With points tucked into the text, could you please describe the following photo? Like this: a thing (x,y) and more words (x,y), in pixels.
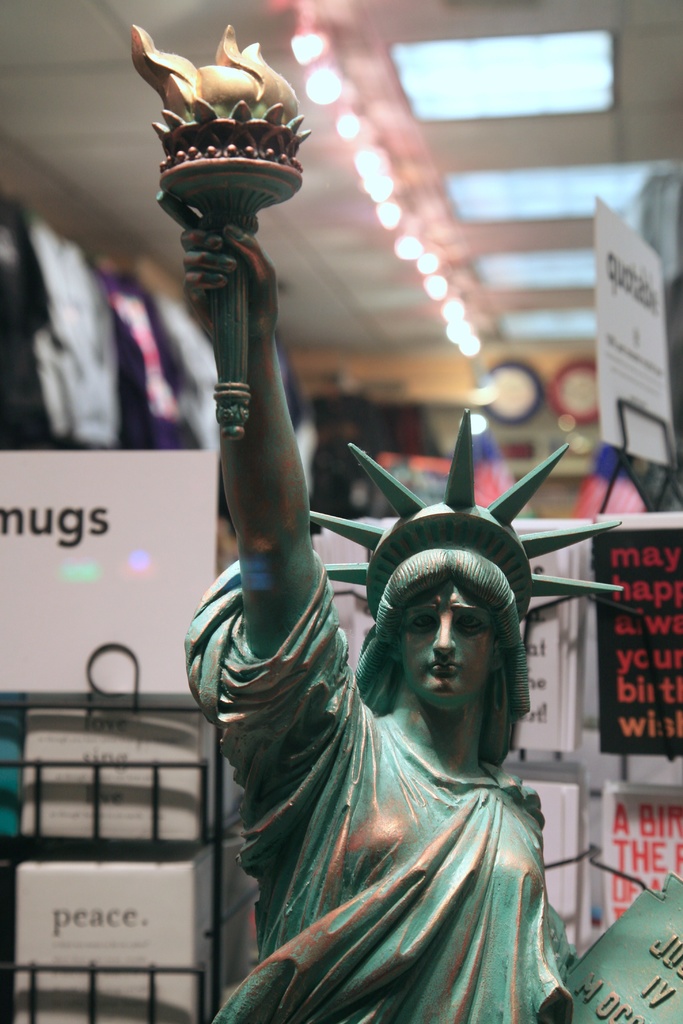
In the center of the image (330,577) there is a statue (399,881). In the background (637,679) we can see boards (596,632). At the top (510,112) there are lights (405,254).
